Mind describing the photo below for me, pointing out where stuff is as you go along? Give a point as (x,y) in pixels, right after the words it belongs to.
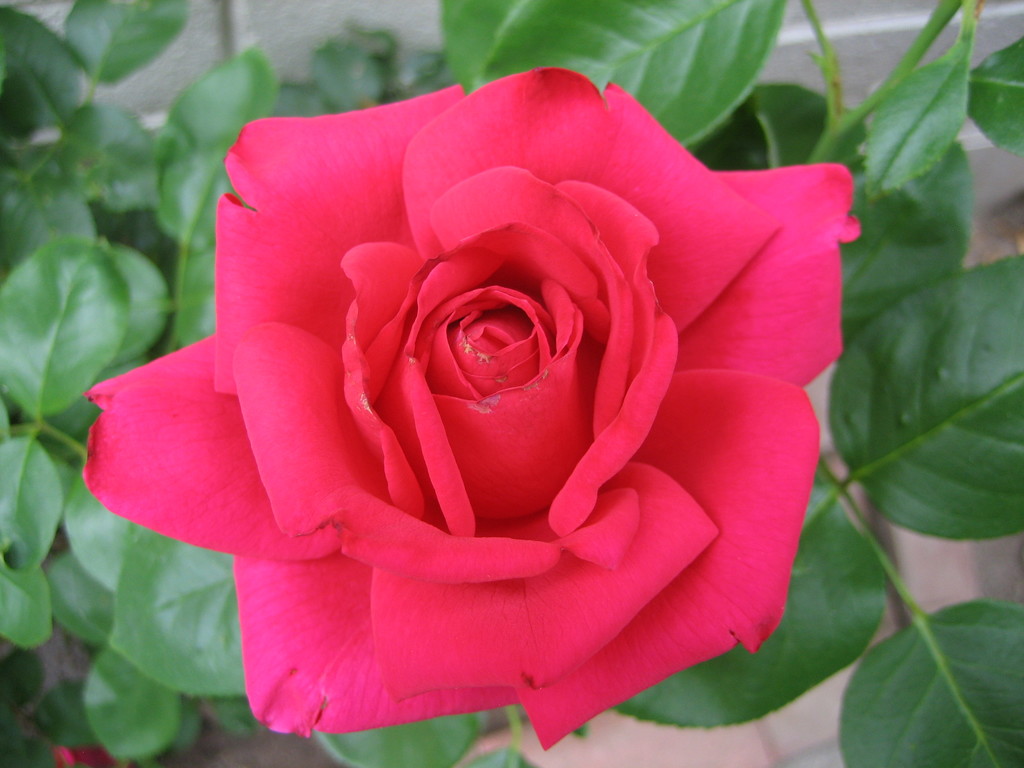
This image consists of red rose (384,501) along with green leaves (501,766). At the bottom (766,747), there is a floor (784,743).
